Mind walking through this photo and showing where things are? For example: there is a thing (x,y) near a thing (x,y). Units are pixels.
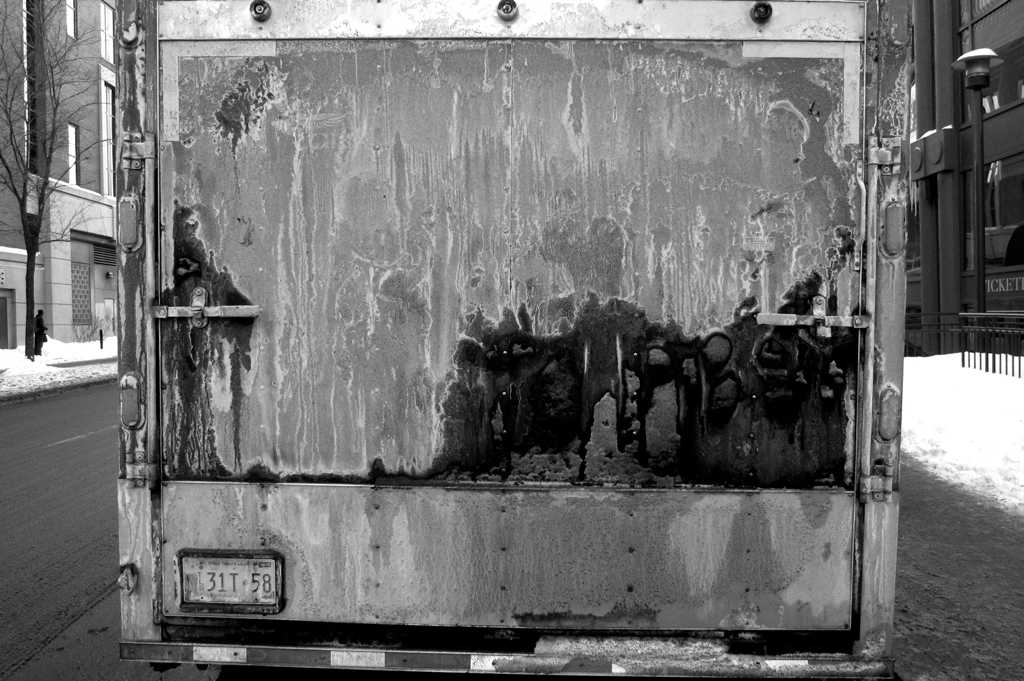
In this picture we can observe a vehicle (311,366) on the road (964,520). There is some snow (906,405) on either sides of the road (931,490). We can observe tree (8,87) on the left side (13,148). There are some buildings (924,114) and a pole (977,101) on the right side (968,148). This is a black and white image.
